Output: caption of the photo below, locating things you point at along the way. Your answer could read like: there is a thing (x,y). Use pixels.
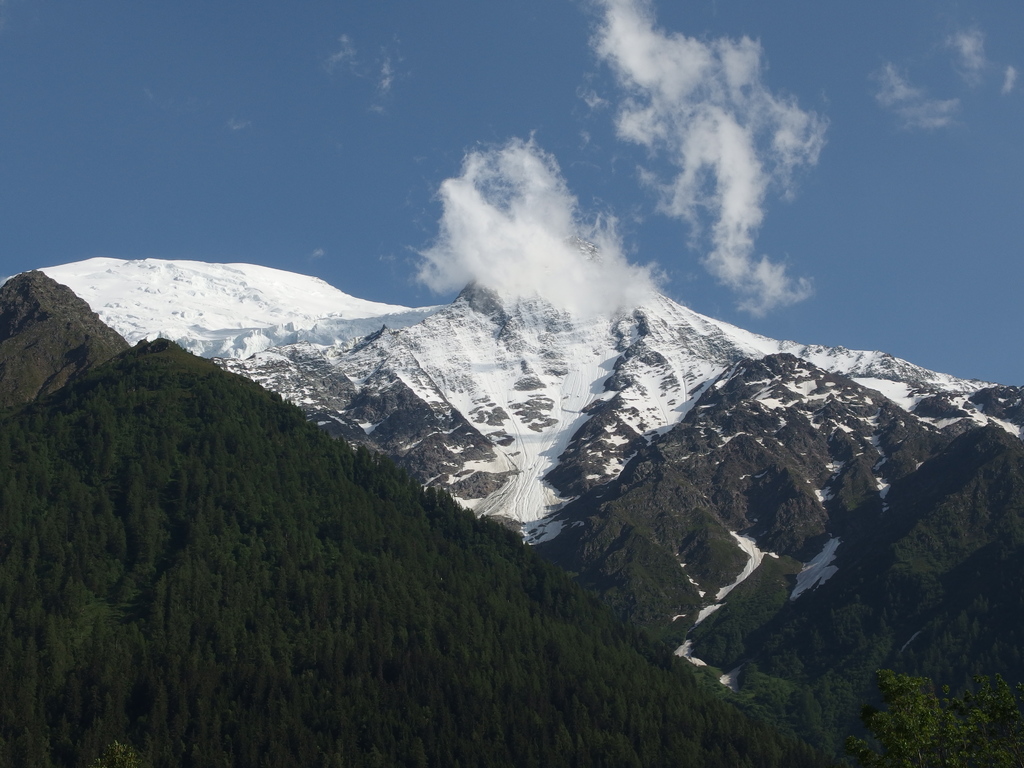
Here we can see trees (625,633), mountain (618,509), and snow (684,398). In the background (680,264) there is sky (799,135) with clouds (810,113).
